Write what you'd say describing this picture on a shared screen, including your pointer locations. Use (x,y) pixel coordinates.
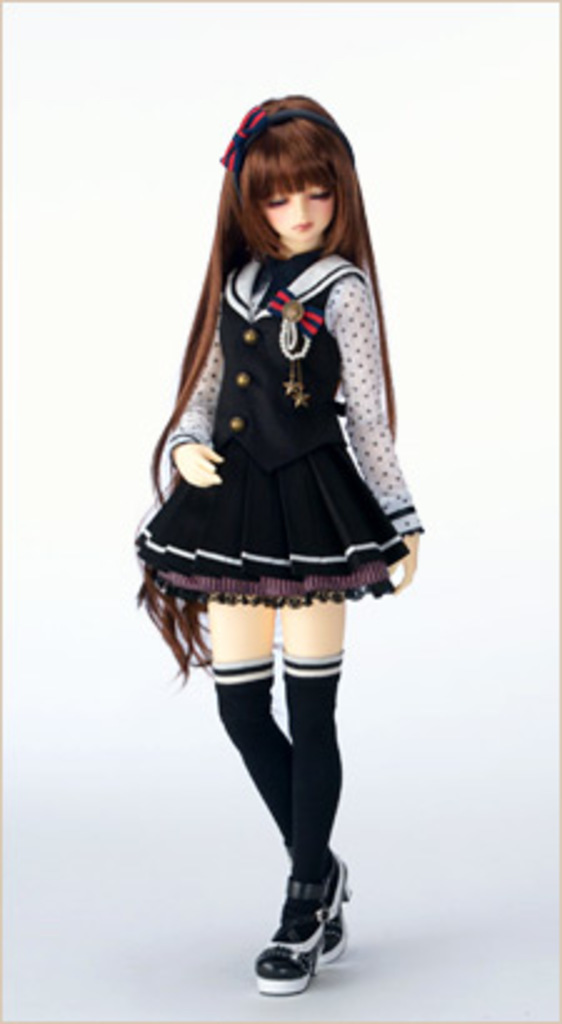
In this image I can see a doll (296,477) standing with long hair (291,140) and a frock (273,446).
